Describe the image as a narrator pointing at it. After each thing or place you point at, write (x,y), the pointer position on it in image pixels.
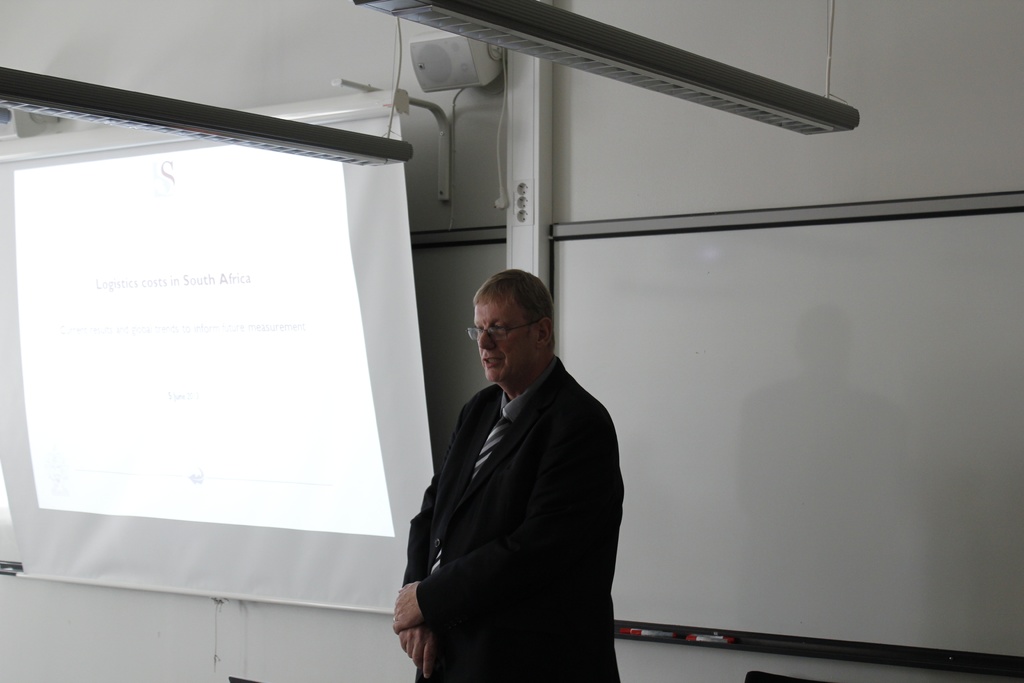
In the background (481,140) we can see the wall (877,8), white object (491,66), stand (799,638), whiteboards (1003,394), markers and a projector screen (362,364). At the top (696,65) we can see the objects (674,65). In this picture we can see a man (612,453) wearing spectacles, shirt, tie (489,447), blazer (533,463) and it seems like he is talking.
